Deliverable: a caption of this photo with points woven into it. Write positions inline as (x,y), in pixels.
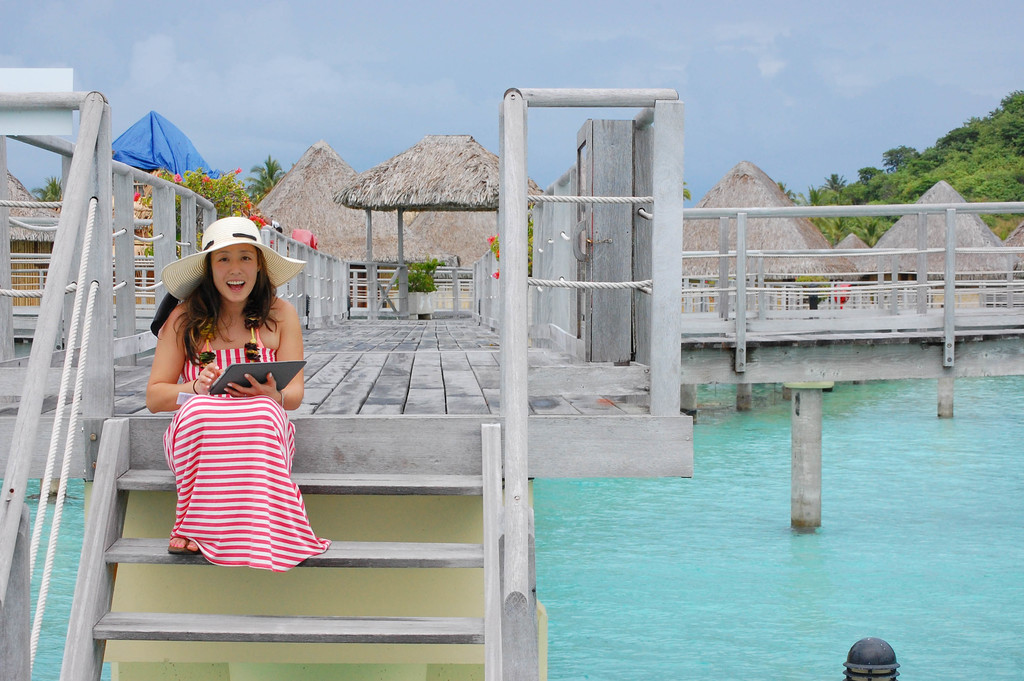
In this image I can see a woman (174,421) is sitting on the left side (174,318) and I can see she is holding an object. I can see she is wearing a white colour hat (173,282), a pink colour dress (223,363) and a slipper (196,553). I can also see water (695,501) on the bottom side (815,529) and above the water (811,531) I can see the platform (404,380). On the bottom left side of the image (322,490) I can see stairs (359,494). In the background (750,272) I can see number of sun shades (351,258), railings (55,291), white ropes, number of trees (1014,159), few plants (222,180), few flowers (488,243), clouds (891,85) and the sky (517,16). On the top left side of the image (148,152) I can see a blue colour thing (178,162).
